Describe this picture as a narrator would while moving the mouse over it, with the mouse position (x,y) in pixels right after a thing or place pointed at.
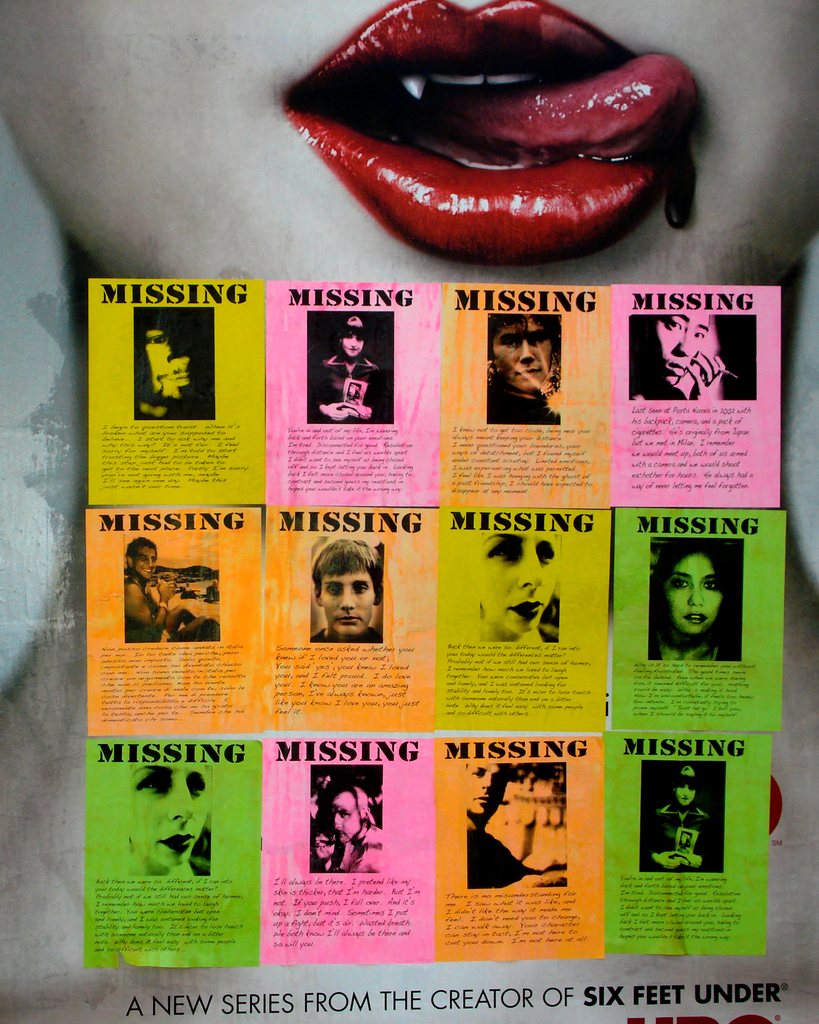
There is a poster (277,354) on which there are images (370,410) and text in the foreground (457,546), there is text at the bottom side (698,983) and there is a girl (410,139) in the background (435,133).
